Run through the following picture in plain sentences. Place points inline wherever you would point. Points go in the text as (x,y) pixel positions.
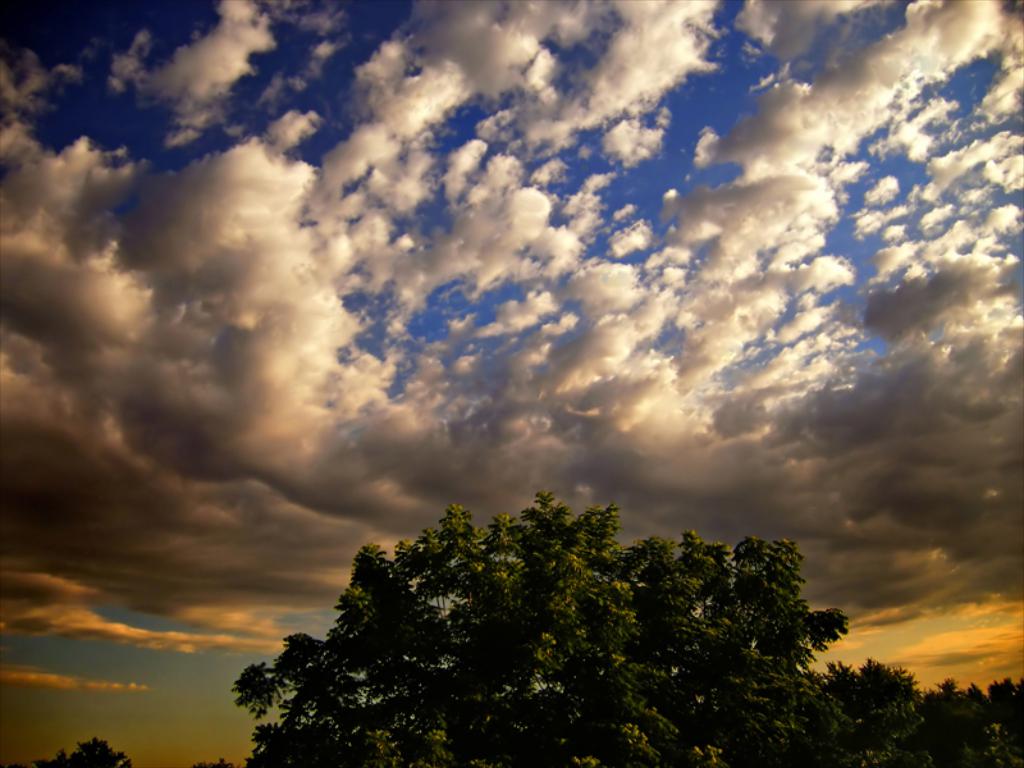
In this picture we can see trees (827,712). In the background (164,613) there is sky (575,327) with heavy clouds (723,456).
